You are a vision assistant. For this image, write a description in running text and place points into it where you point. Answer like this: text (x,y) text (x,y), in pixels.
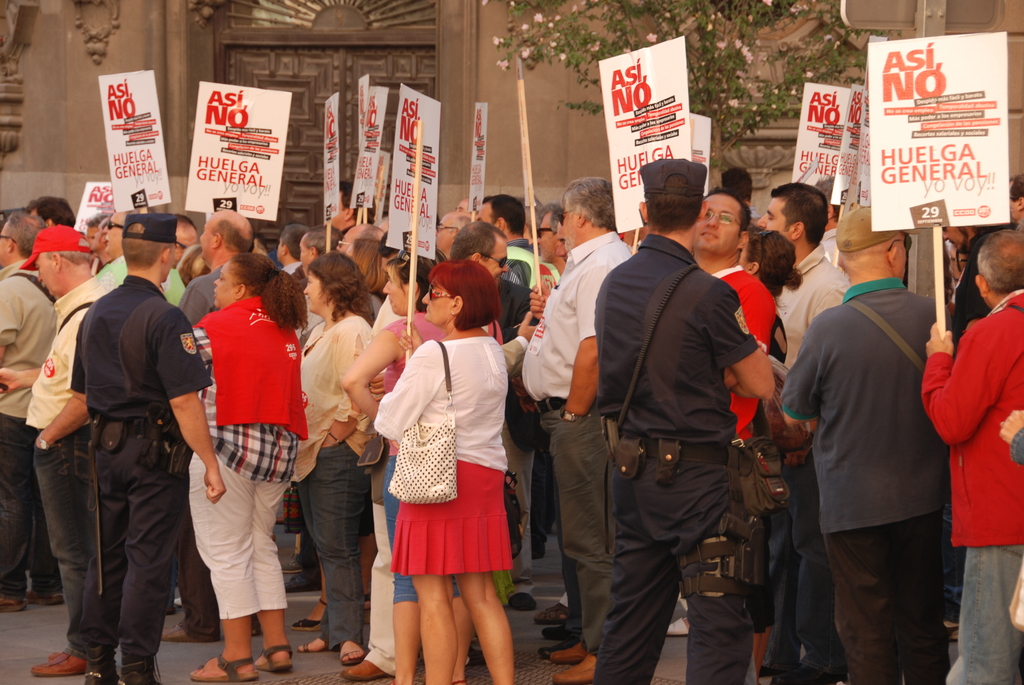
In this image I can see group of people (547,252) standing and holding few boards (262,98) and the boards (382,165) are in white color. Background (604,11) I can see few trees (597,48) in green color and I can also see the building (516,116) in brown color.
